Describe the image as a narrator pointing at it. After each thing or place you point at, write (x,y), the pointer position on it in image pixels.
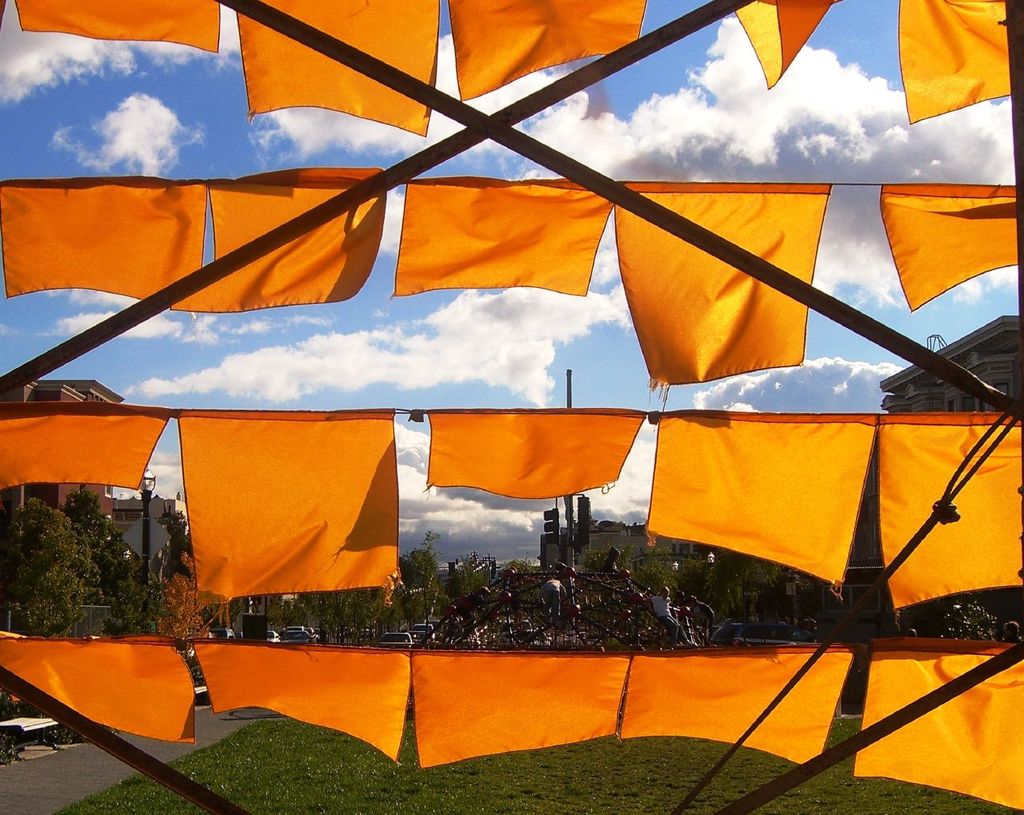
In this image there are orange color flags (595,205). Image also consists of many trees (171,559) and buildings (99,399). We can see the sky (213,135) with some clouds (601,317). At the bottom (377,791) there is grass (449,789).
